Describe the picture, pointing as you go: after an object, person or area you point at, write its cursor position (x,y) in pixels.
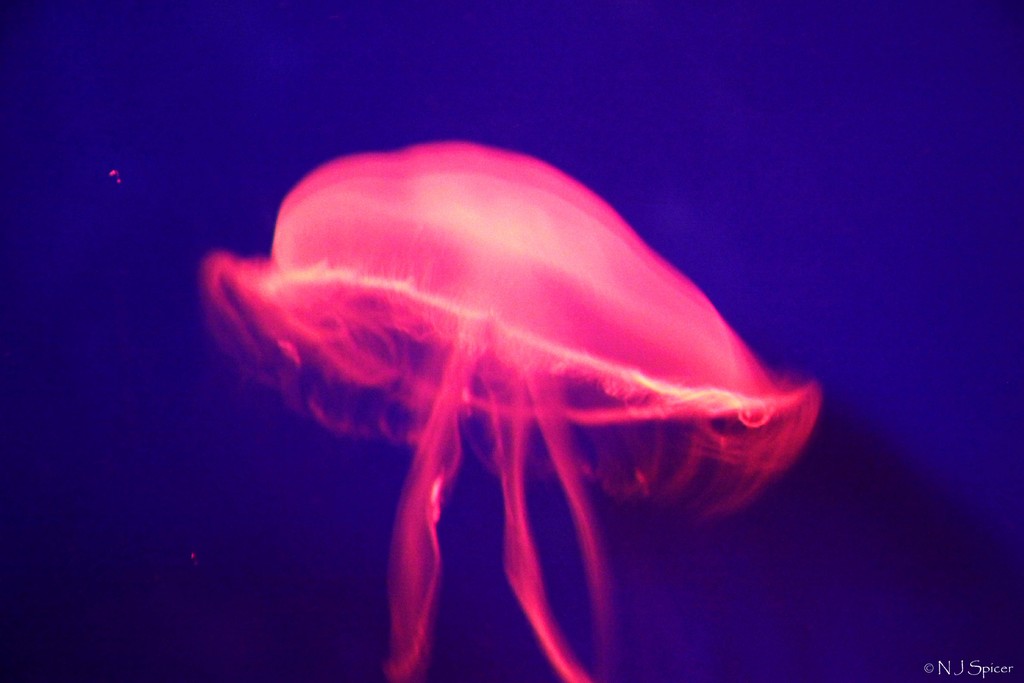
There is a jellyfish (714,349) in the foreground (619,246) and there is blue color in the background (887,373), there is text (961,670) at the bottom side (939,666).
